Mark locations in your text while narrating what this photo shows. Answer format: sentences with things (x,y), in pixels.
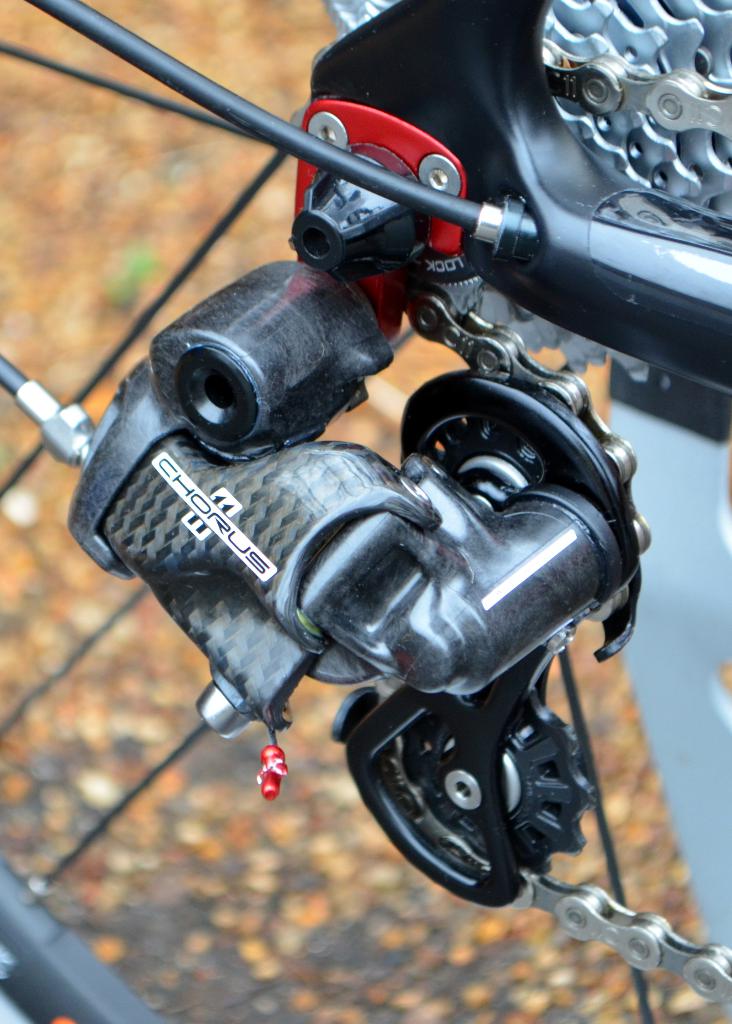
In this image in the foreground (321,223) there is one cycle chain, and it looks like an engine (329,649). In the background (158,156) there are some leaves (205,181).
